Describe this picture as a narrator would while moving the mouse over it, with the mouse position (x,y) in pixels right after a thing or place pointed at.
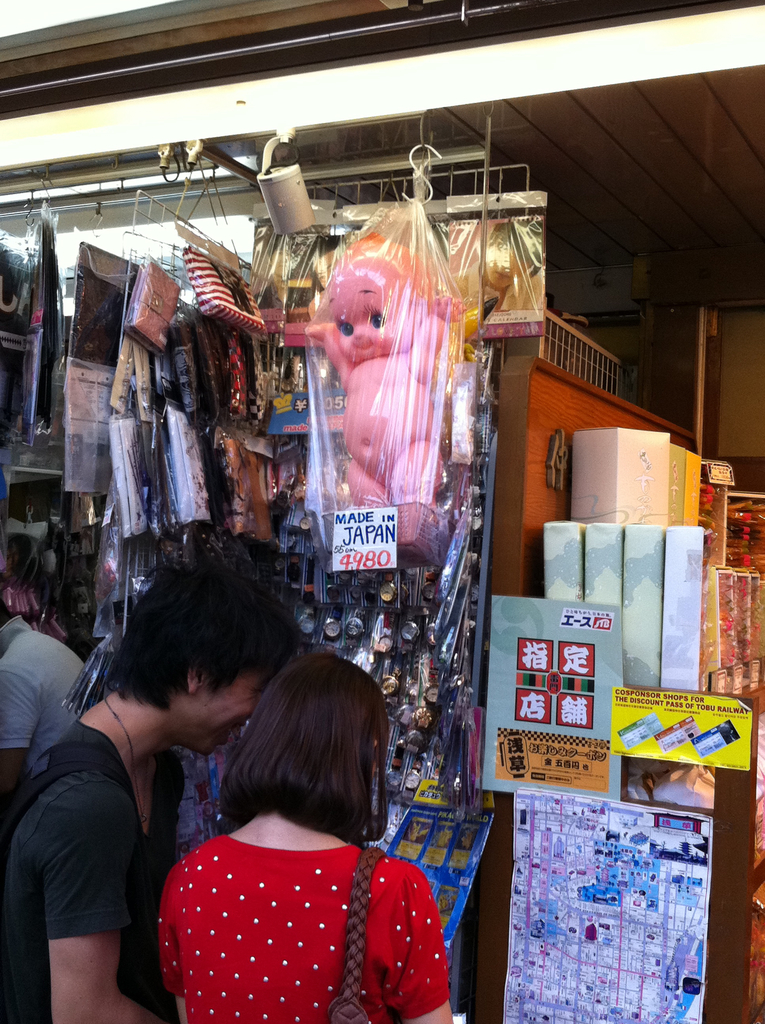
As we can see in the image there are few people (236,961) here and there, wall (725,430), boxes (656,456), poster (604,754) and a doll (412,398).
